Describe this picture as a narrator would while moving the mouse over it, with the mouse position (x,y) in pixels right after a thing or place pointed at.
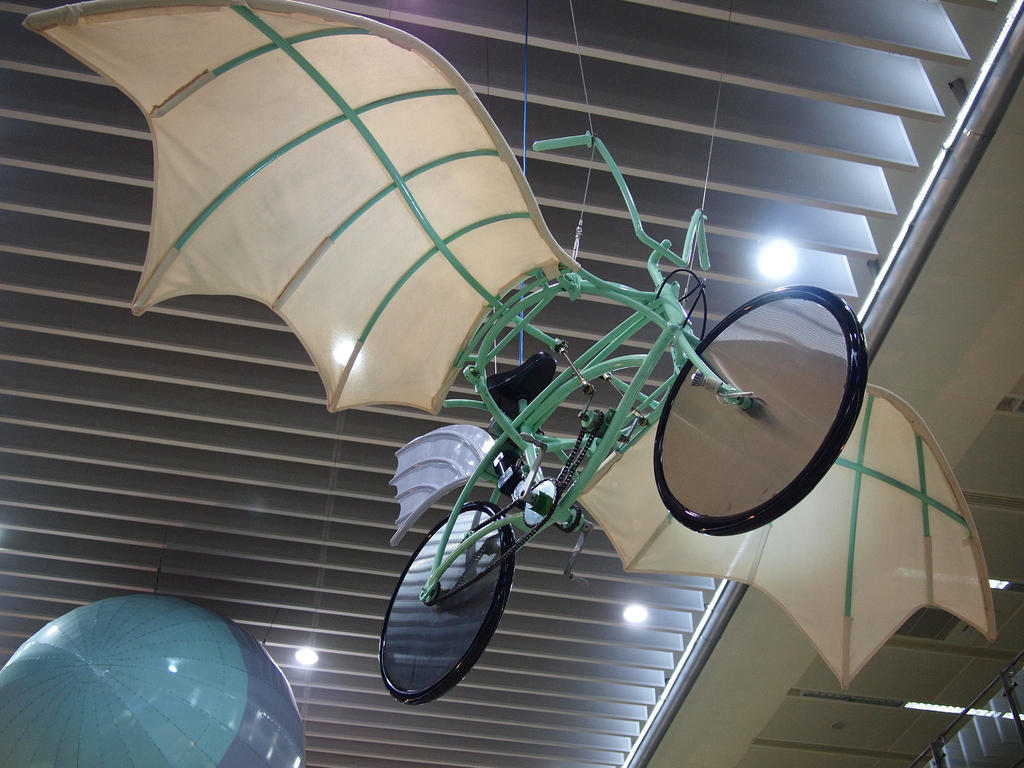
In the center of the image (449,318) we can see a bicycle (675,330) hanged from the ceiling (478,31). We can also see a circular object (166,664) on the left (179,659). In the background (389,572) we can see the lights (634,619) and also the ceiling (597,612).
